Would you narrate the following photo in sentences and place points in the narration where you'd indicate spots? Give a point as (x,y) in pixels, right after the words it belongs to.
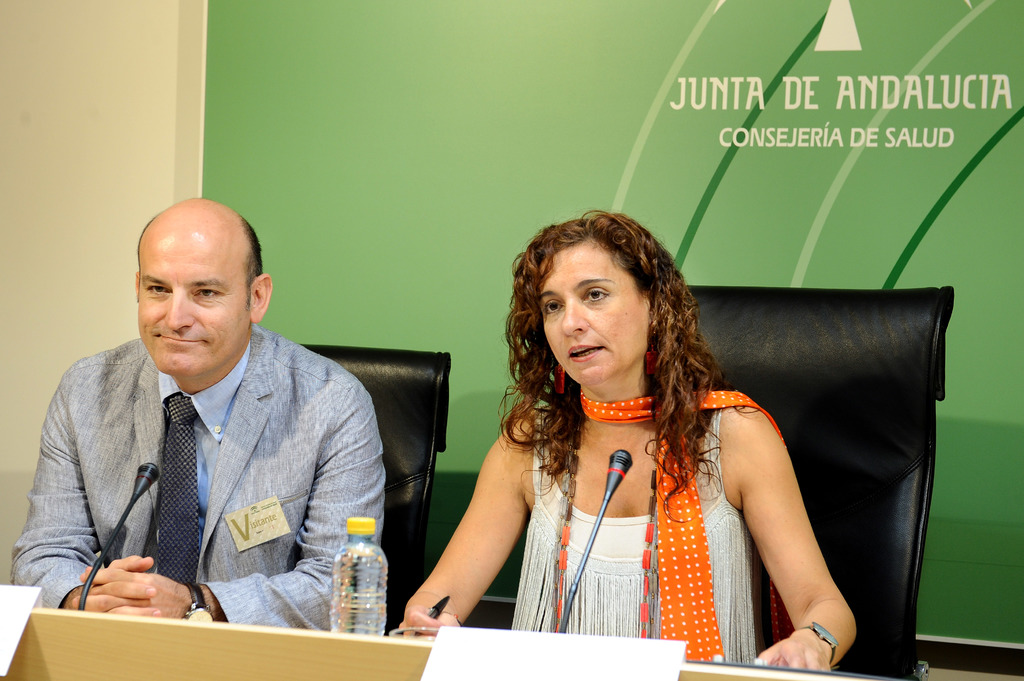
In this image there is a man (377,486) and a woman (506,425) sitting in chairs (366,372), in front of them on the table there are mics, a bottle (364,578) of water (355,568), pen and papers (491,637), behind them there is a poster (547,151) on the wall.
